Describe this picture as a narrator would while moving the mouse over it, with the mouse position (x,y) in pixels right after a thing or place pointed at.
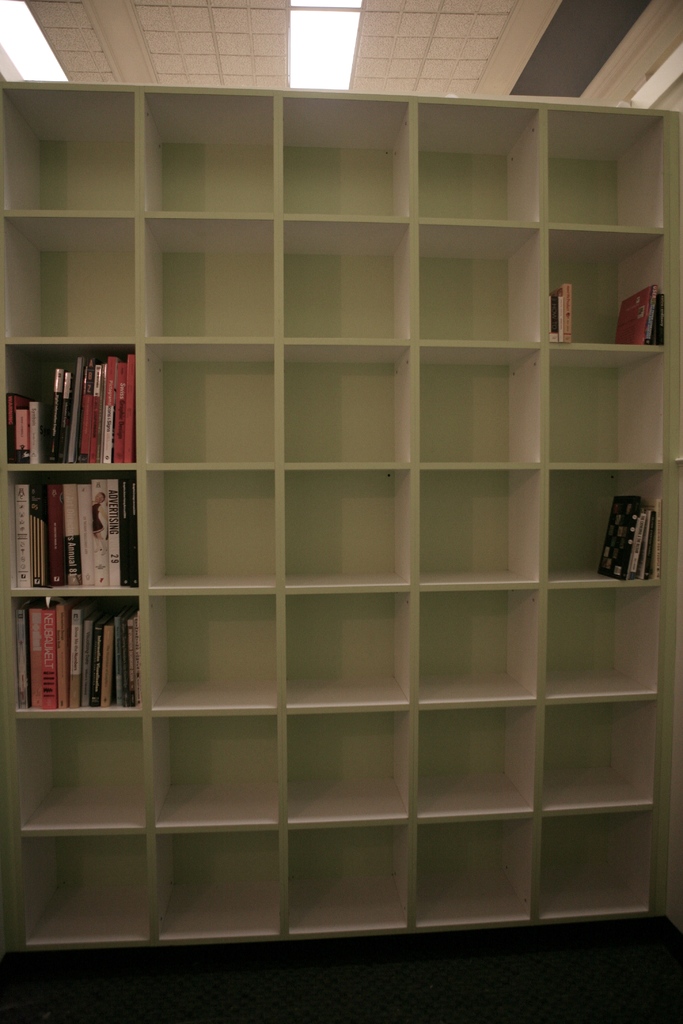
In this image in the center (429,643) there is a book rack (240,230), in the book rack (288,243) there are some books (124,548). At the bottom (362,1008) there is floor (523,1008), and at the top (234,29) there is ceiling (138,9) and lights (29,44).
